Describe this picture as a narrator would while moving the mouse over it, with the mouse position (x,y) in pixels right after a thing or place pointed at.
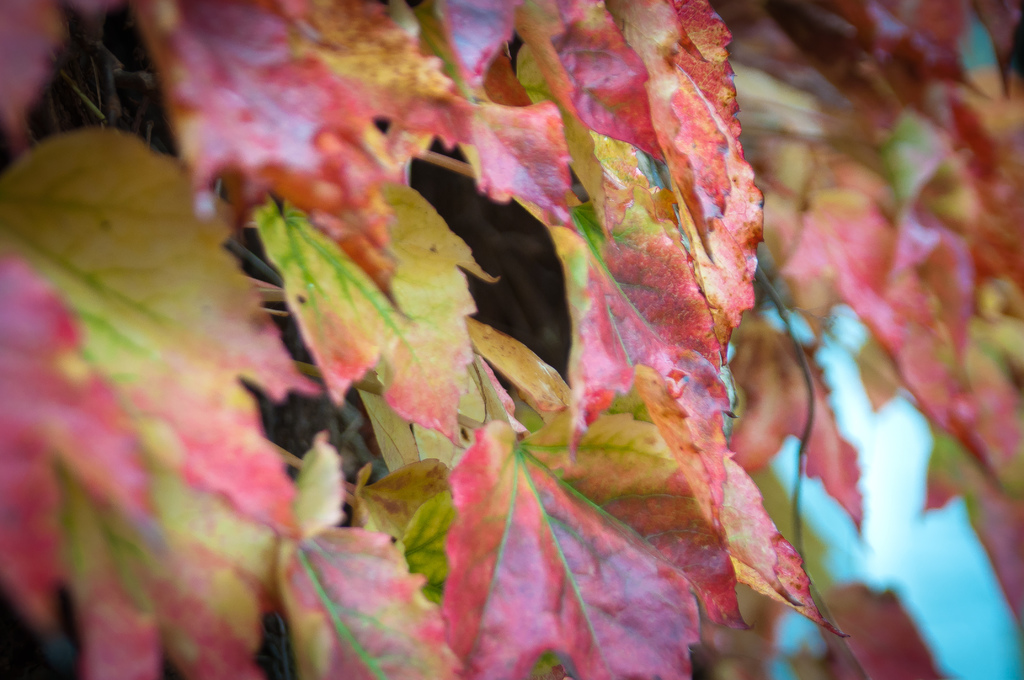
In this picture I can see number of leaves (696,333) which are of pink, yellow and green color.
